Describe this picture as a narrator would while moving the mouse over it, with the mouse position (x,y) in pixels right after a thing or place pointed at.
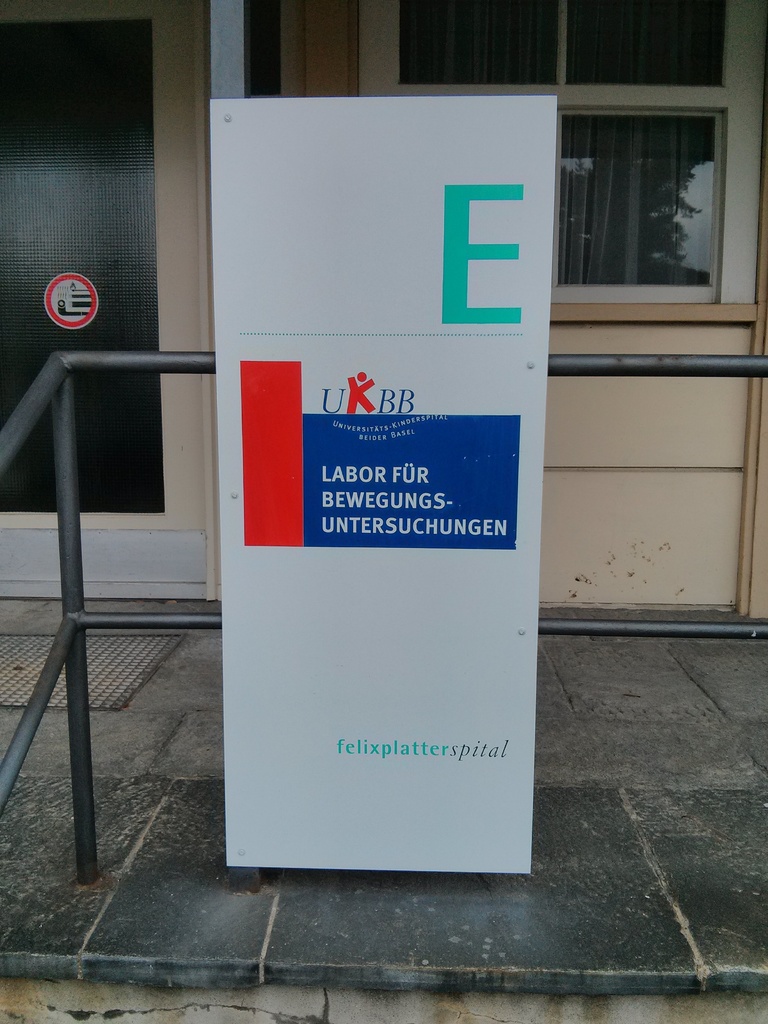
In this image I can see a white colour board (370,396) in the front (279,408) and on it I can see something is written. Behind the board (279,364) I can see railing (50,360), a door (58,53), a window (394,52) and on the door (107,293) I can see a sign board (89,286). I can also see curtains (604,63) through the window (605,169).
